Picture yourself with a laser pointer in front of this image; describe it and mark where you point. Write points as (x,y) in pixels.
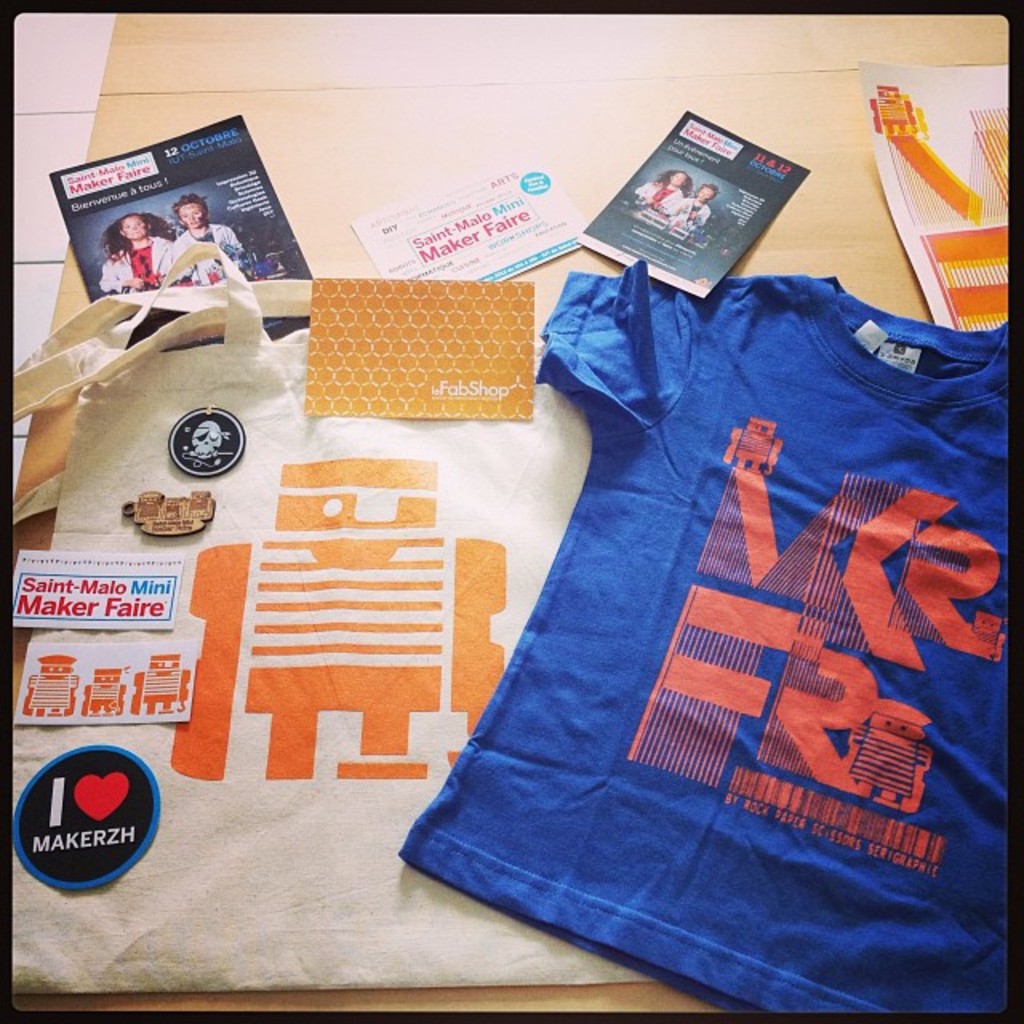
There is a t shirt (560,586) and a bag (317,562) and some papers (258,274) are kept on the table (305,110) as we can see in the middle of this image (668,605).
